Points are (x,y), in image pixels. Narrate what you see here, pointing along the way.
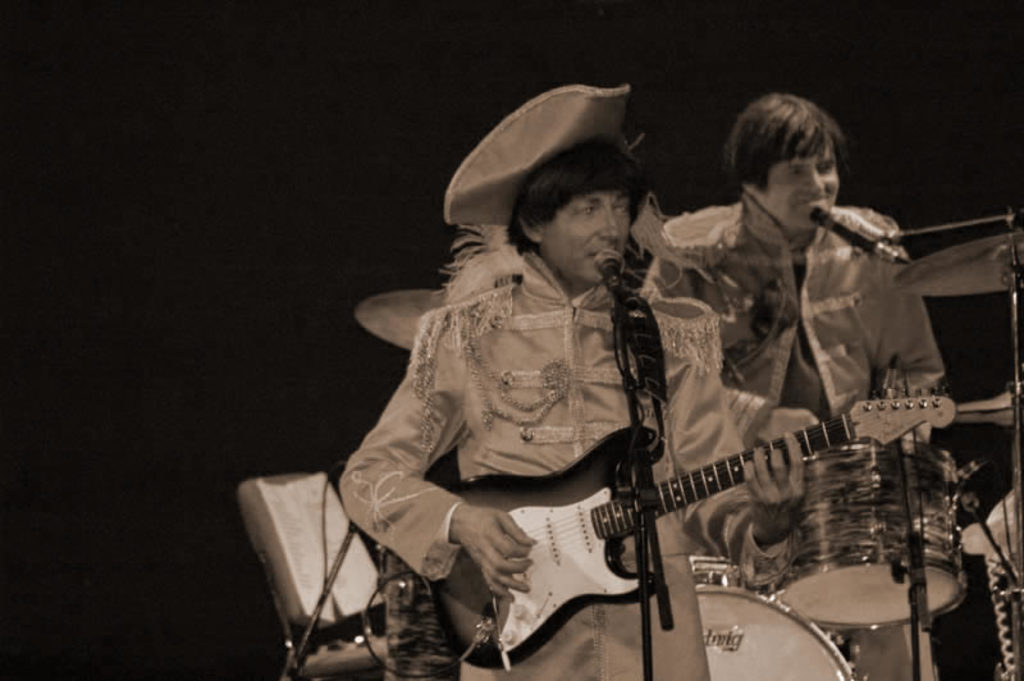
In the foreground of the picture (553,353) we can see a person (584,164) playing guitar (589,520) and there are mic (612,268), stand (617,310) and cable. In the background (772,254) we can see a person (868,290) playing drums (812,525). At the top (448,71) it is dark.
